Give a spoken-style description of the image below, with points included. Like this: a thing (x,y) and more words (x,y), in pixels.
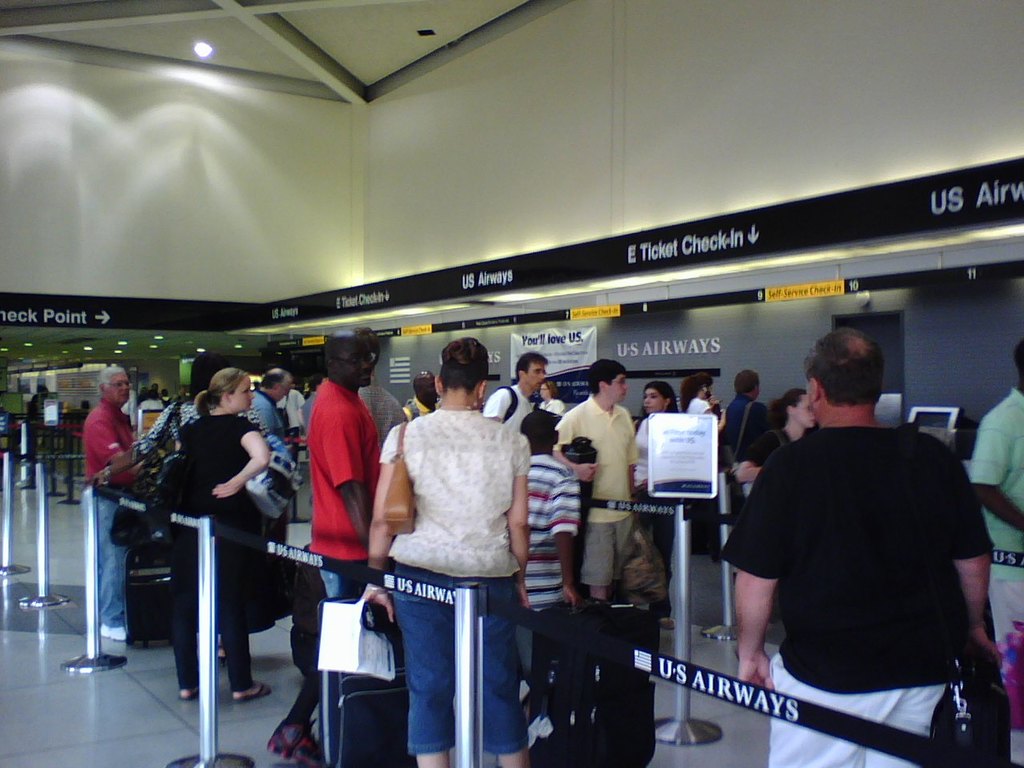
In this picture I can see there are a few people (223,647) standing and there are a few poles (8,489) to control the queue (816,664). There is a wall (224,240) in the backdrop (101,288) with few banners (240,309) and there are lights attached to the ceiling (300,45).
